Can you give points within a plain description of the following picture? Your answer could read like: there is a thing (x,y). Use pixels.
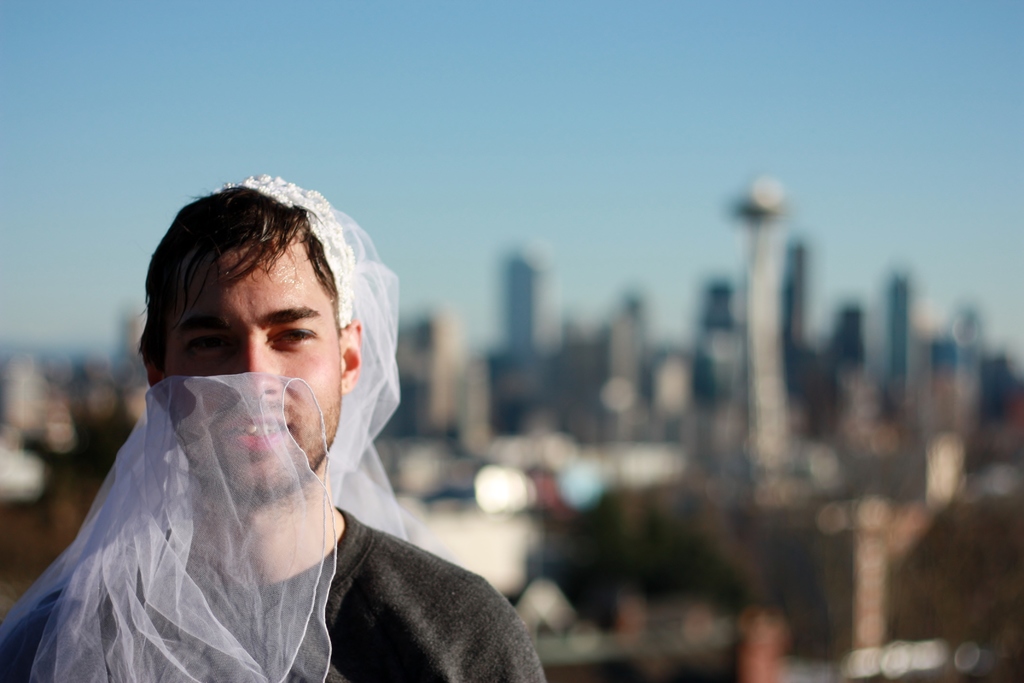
This is the man (298,503) standing and smiling. In the background (449,370), I think these are the buildings (703,346). Here is the sky (396,129).
